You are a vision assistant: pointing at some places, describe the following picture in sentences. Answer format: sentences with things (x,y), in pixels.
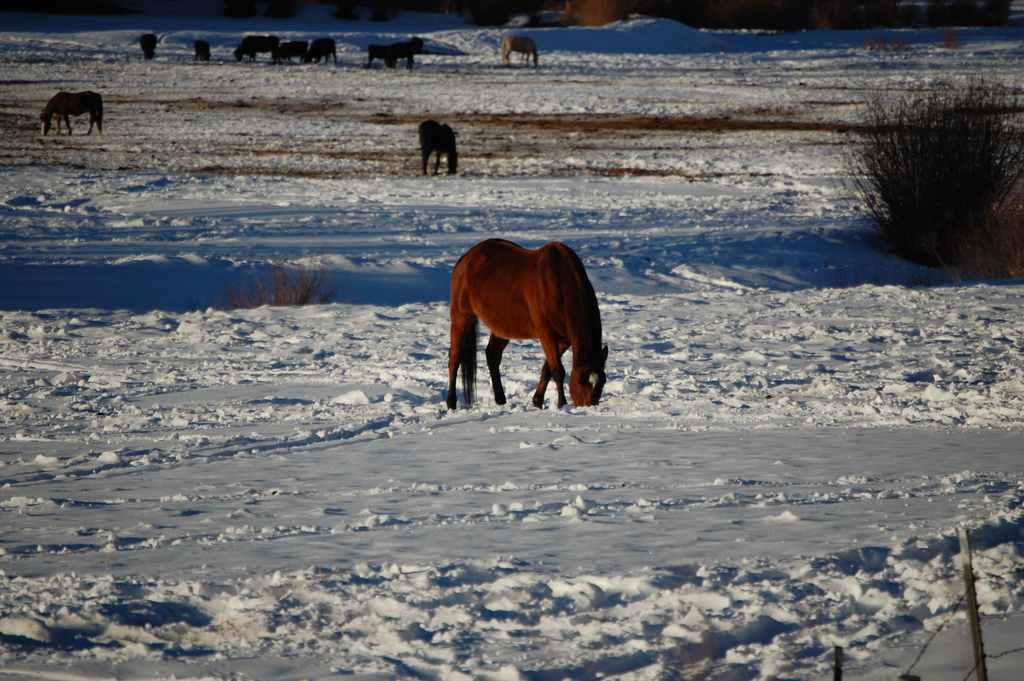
In this picture we can see few animals (567,319), on the right side of the image (930,168) we can see shrubs (906,169).
